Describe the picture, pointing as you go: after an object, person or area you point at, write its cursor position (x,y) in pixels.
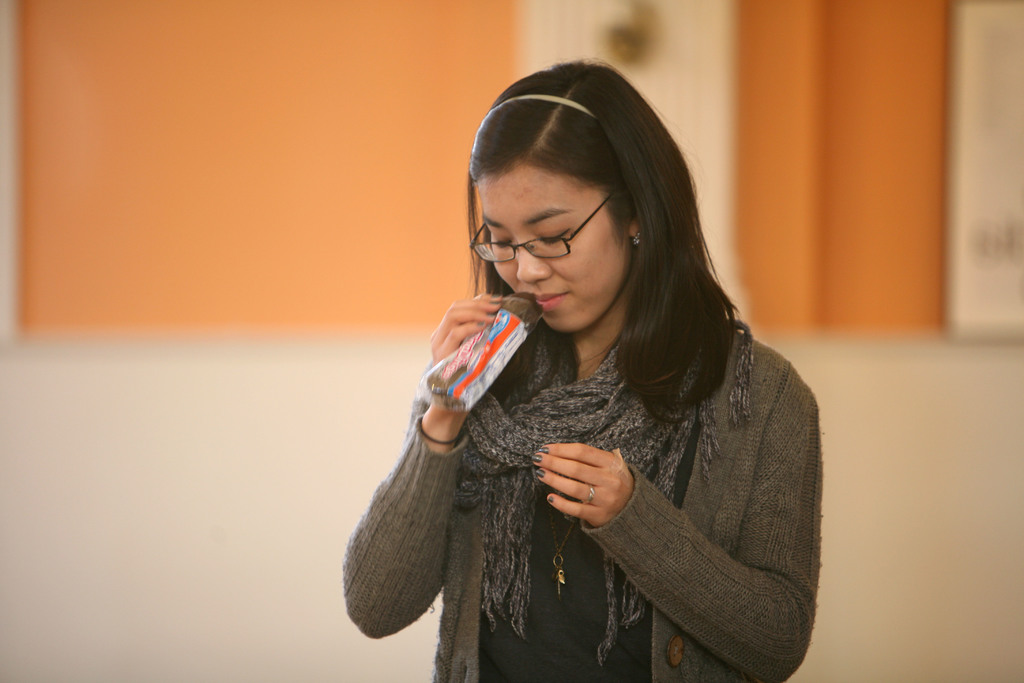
In the foreground of the image (597,537) there is a lady (519,527) wearing a jacket (453,593). In the background of the image (332,191) there is wall (295,426).
